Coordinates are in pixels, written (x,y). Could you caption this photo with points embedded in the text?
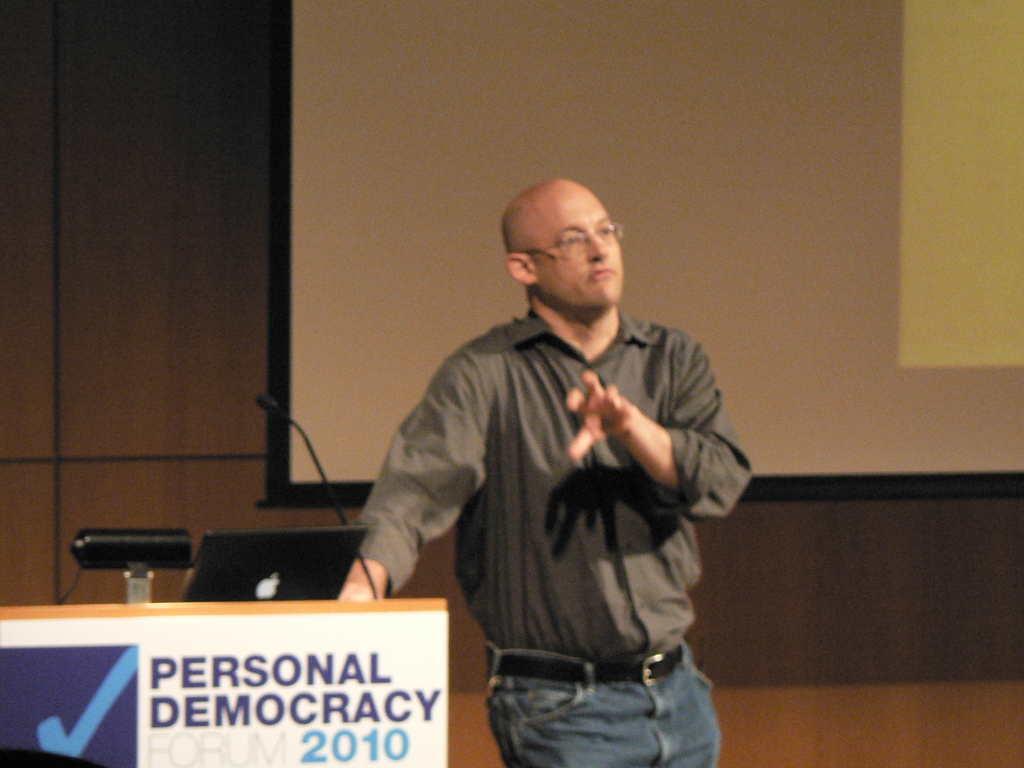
In the image there is a man (454,448) he is standing beside a table (265,730) and on the table (272,748) there is a laptop (221,545), a mic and other object (151,552). Behind the man (482,378) there is a projector screen (781,87).
